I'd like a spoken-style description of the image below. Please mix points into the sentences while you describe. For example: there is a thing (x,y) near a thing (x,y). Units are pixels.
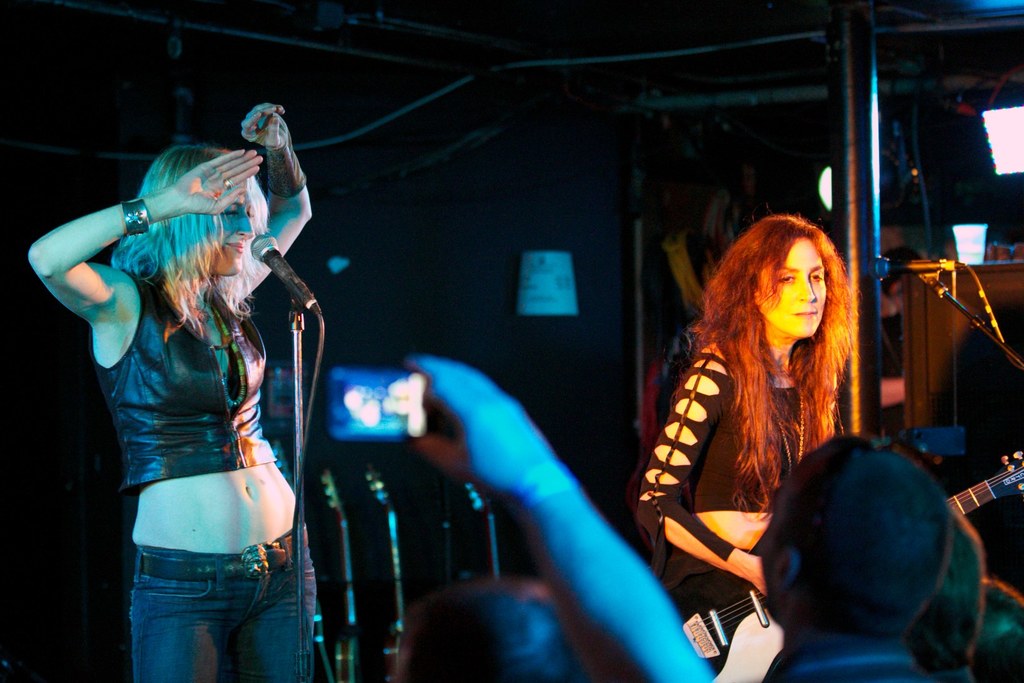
In this image I see a woman (178,188) who is standing in front of a mic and I see another woman (714,469) who is holding the guitar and she is also in front of the mic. I see few people (1012,660) over here and a person's hand (424,440) who is holding an electronic device (399,437).
